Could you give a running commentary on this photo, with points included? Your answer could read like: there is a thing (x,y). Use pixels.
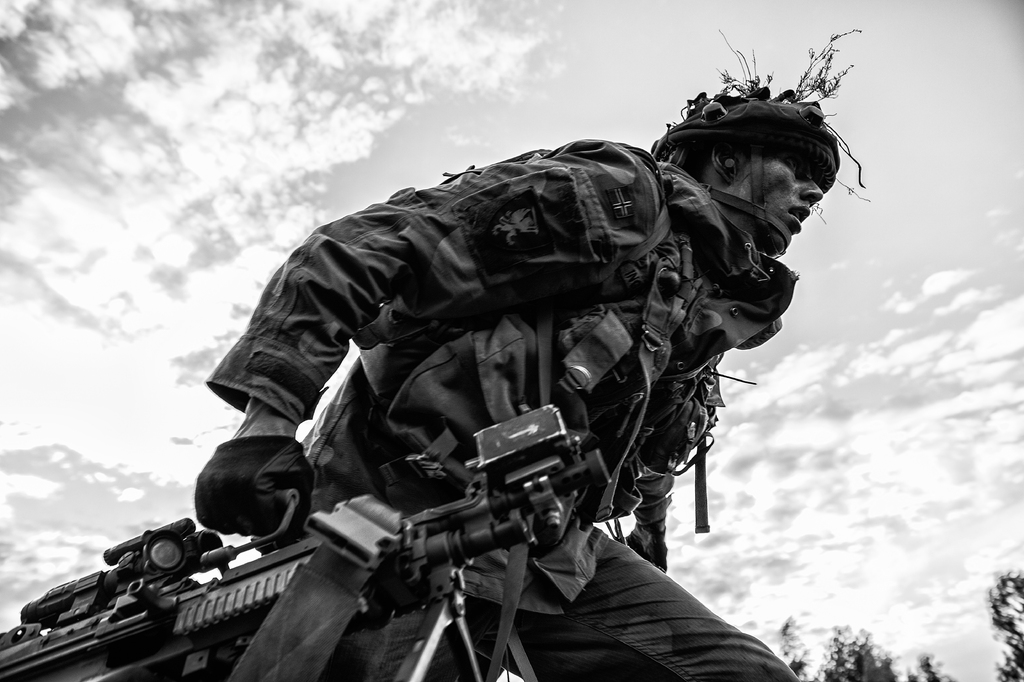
It is a black and white image and in this image we can see a man (424,452) wearing uniform (401,474) and holding the weapons (439,560). In the background (383,155) there is sky (885,422) with the clouds (859,480). We can also see the trees (1009,667).
